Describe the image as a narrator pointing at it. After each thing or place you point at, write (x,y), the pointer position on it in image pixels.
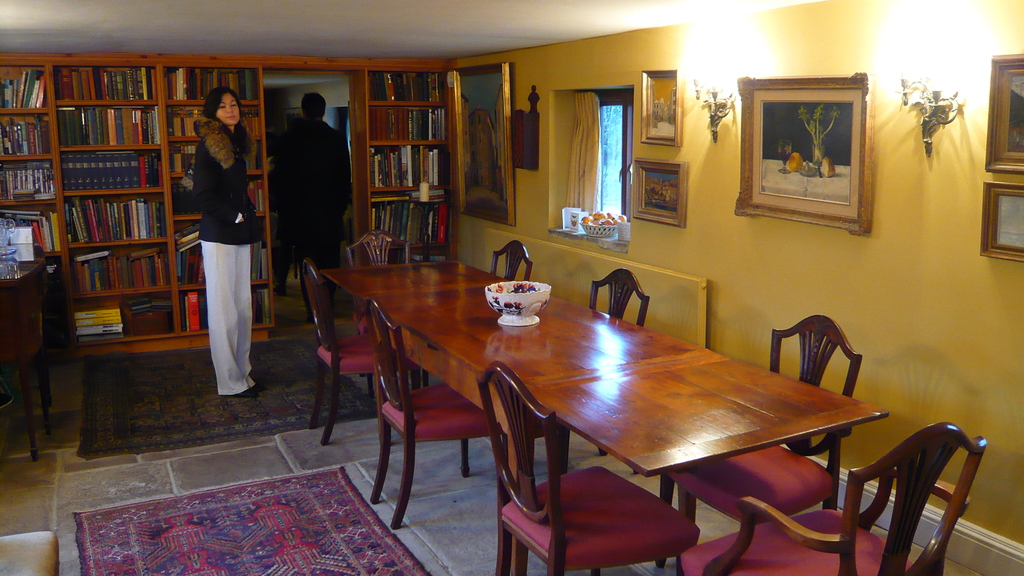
there is a woman (206,136) and a man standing behind them there is a bookshelf (365,112) with so many books (22,81) in it and a dining table (859,405) and some photo frames (643,143) on the wall (1009,36).
